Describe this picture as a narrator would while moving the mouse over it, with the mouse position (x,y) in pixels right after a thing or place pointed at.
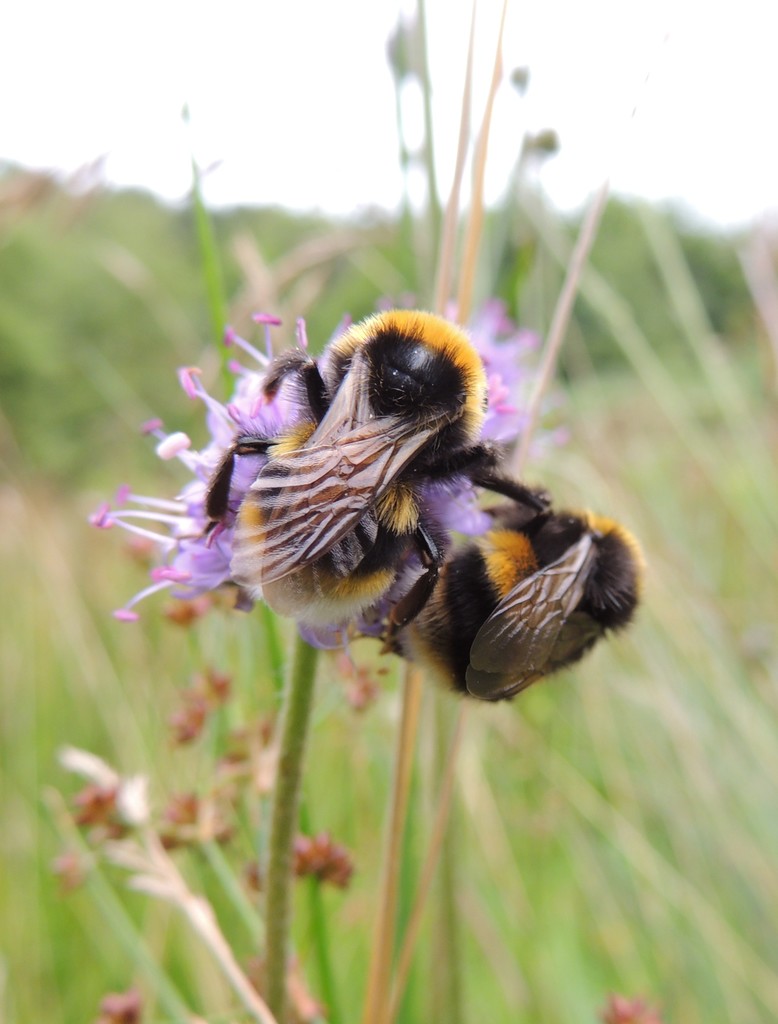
In this image we can see bees (413,528), flower (189,523), plants (196,905) and sky (365,110).
